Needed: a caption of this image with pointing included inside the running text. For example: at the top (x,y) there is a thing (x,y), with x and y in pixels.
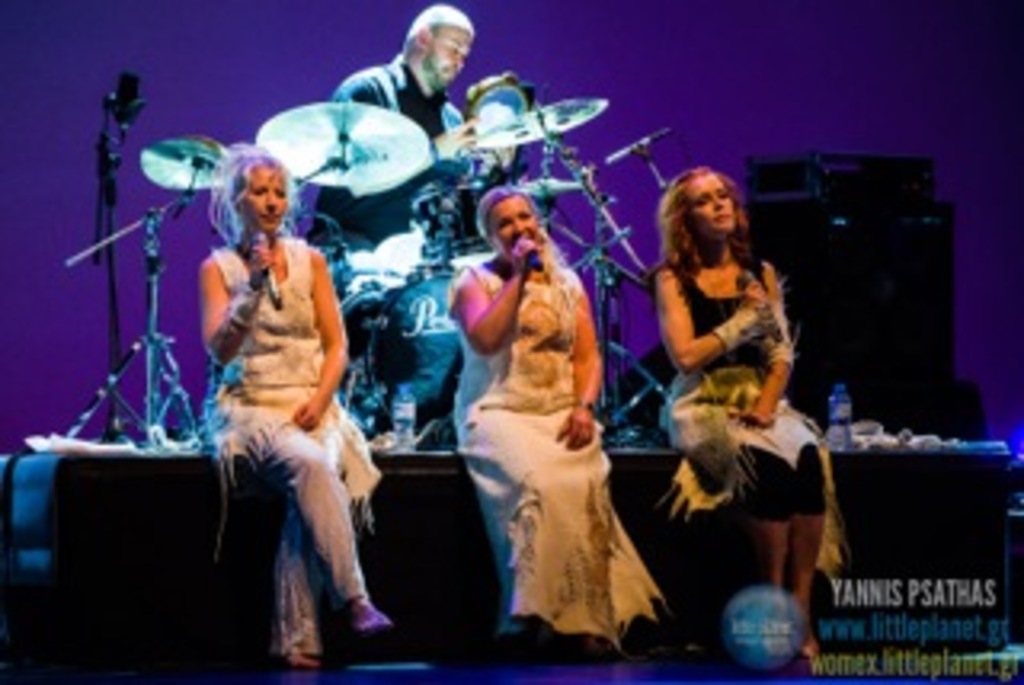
In this picture we can see a man (427,9), cymbals (509,129), musical instruments (419,206) and mics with stands (578,165). On the platform (655,453) we can see women (605,453) sitting and they all are holding mike's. These are water bottles (837,413) on the platform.
